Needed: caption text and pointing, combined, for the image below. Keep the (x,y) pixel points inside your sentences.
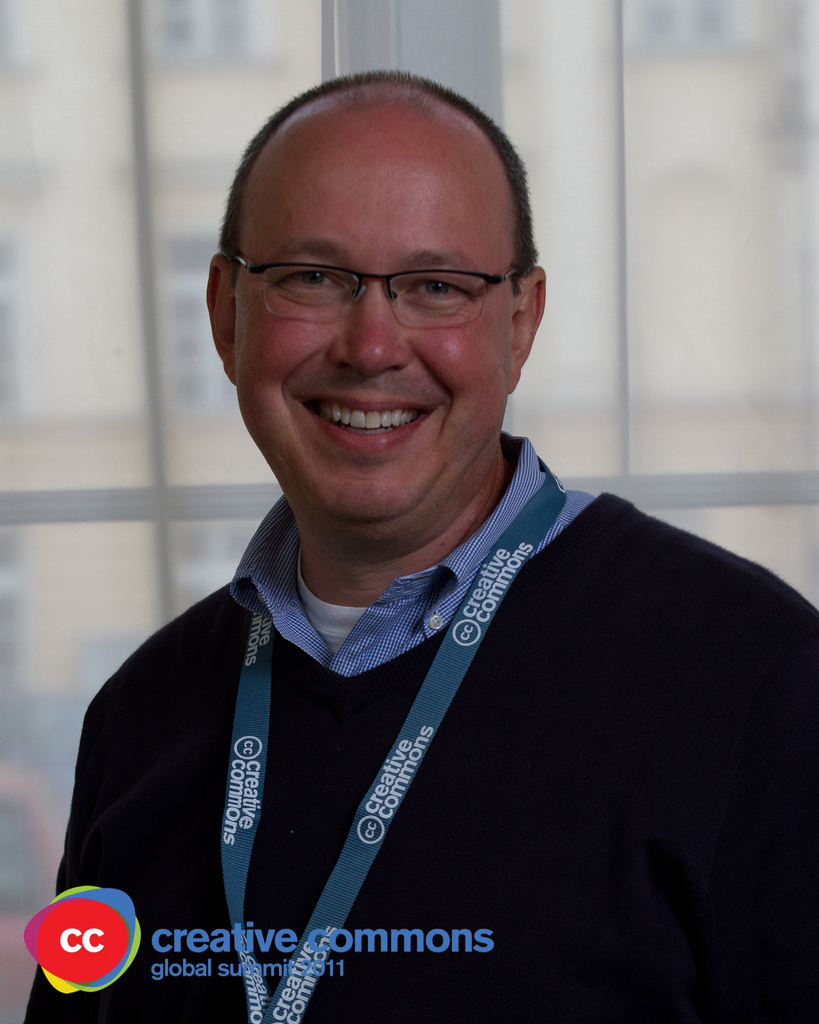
In this picture I can see there is a man (179,750) standing and smiling he is wearing spectacles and a sweater (673,903).
